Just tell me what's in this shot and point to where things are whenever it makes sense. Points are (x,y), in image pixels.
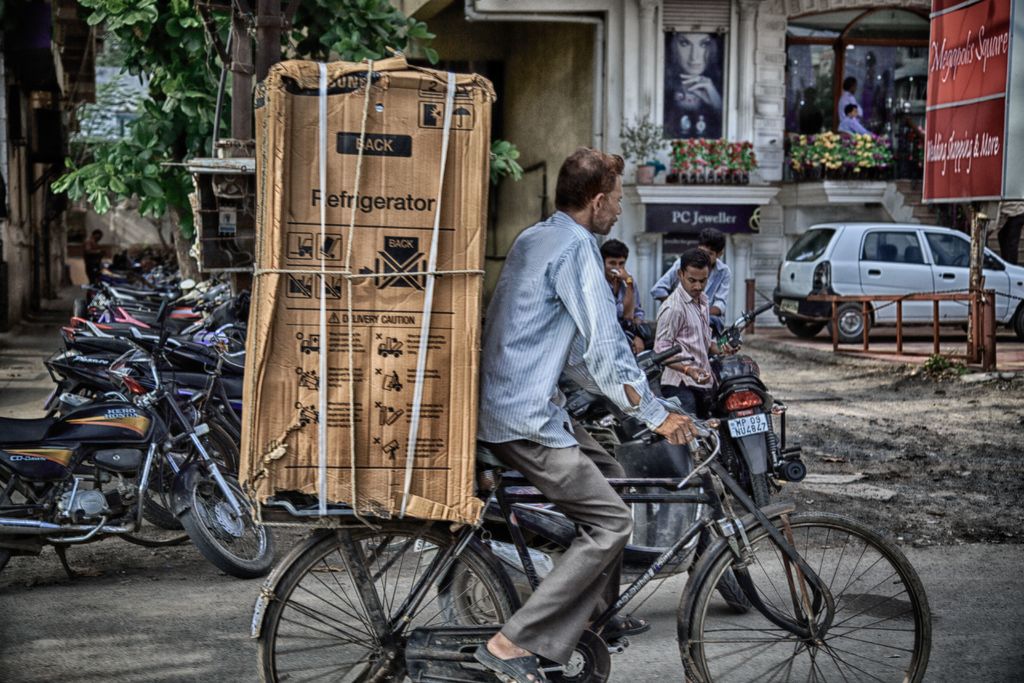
In this picture there is a man (545,428) cycling a bicycle (511,584) with a refrigerator box (317,293) behind him. In the background (183,426) there are some vehicles (121,359) parked and some of them was standing here. We can observe some trees (197,111) and buildings (640,78) here.
